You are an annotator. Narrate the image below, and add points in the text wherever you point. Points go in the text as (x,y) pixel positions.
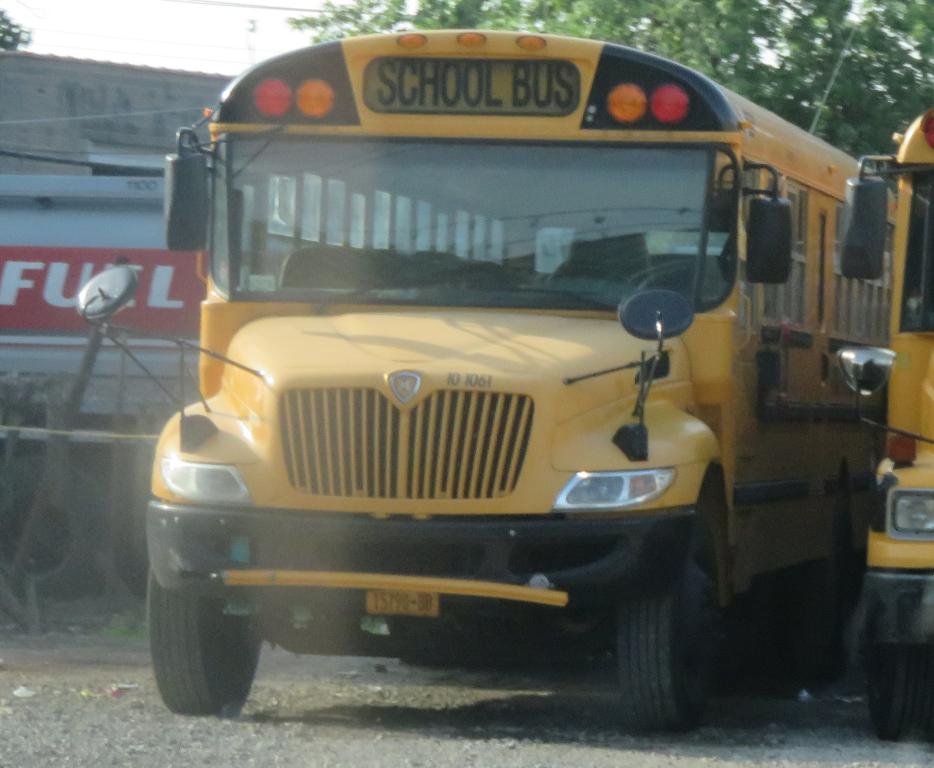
There are school buses (623,330) are present as we can see in the middle of this image (467,380). We can see a building (87,151) and trees (756,58) in the background (706,49).
